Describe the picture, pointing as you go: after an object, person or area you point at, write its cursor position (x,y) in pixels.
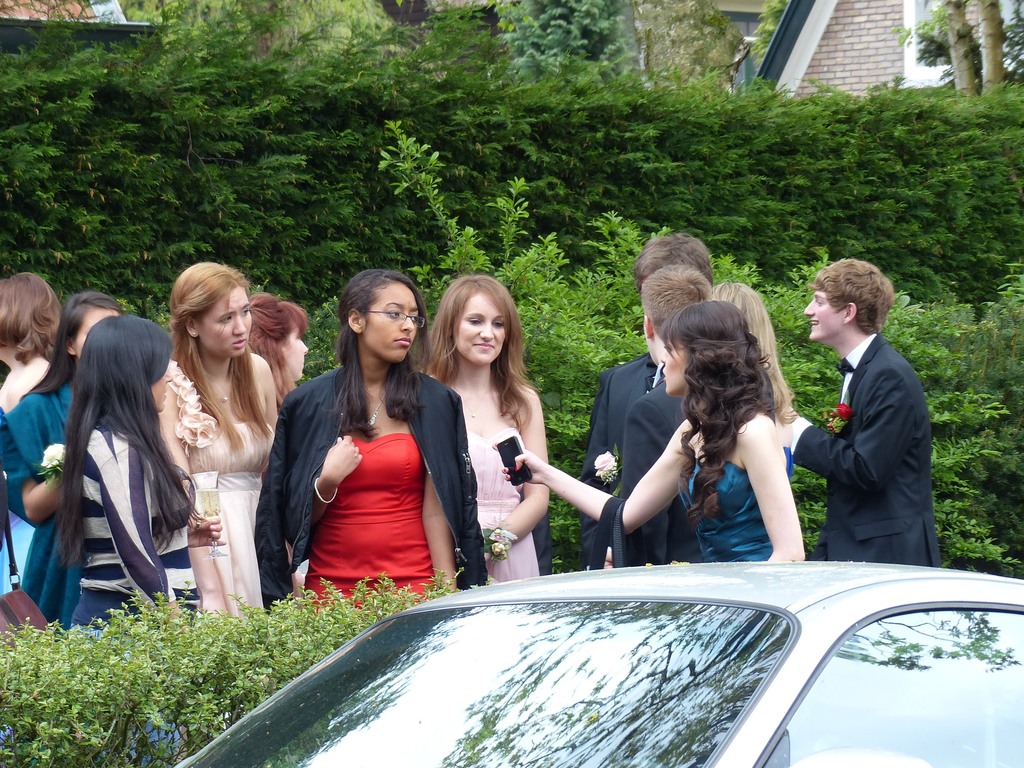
In this image we can see there are people (379,466) standing and holding a cell phone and glass (211,505). In front of them there is a car (580,705). At the back (502,210) there are trees (459,206) and house (790,76).
